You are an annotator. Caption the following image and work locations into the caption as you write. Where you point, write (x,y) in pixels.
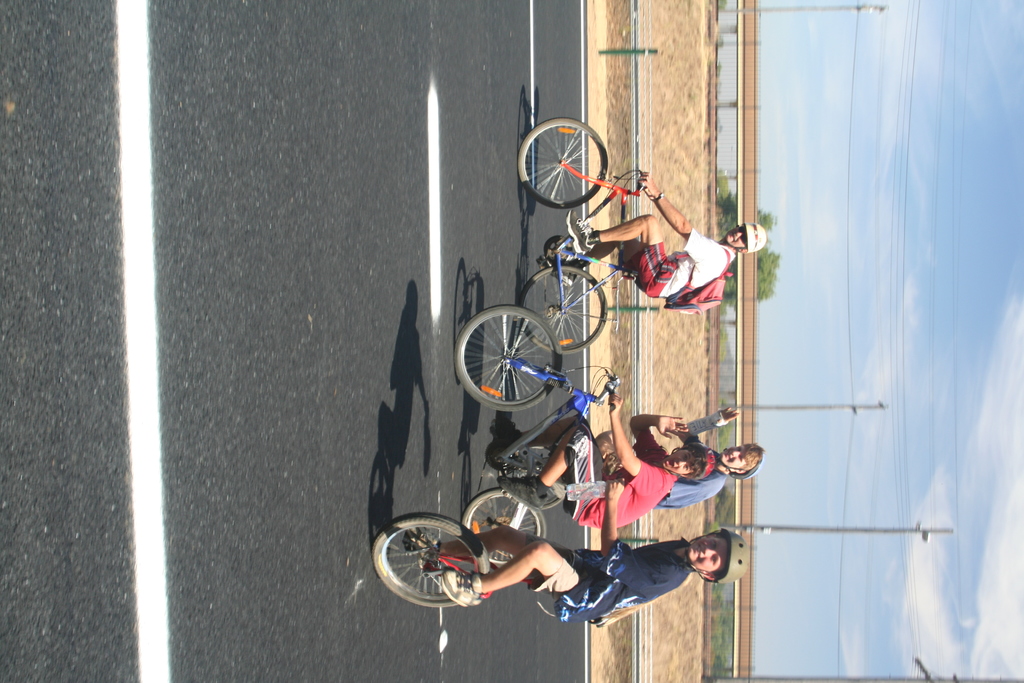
In this image we can see few people (638,433) riding bicycles (547,270) on the road (337,139), in the background (682,116) there is a fence (730,122), ground (682,100), pole (808,10) with wires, trees (775,266) and the sky (902,343).
